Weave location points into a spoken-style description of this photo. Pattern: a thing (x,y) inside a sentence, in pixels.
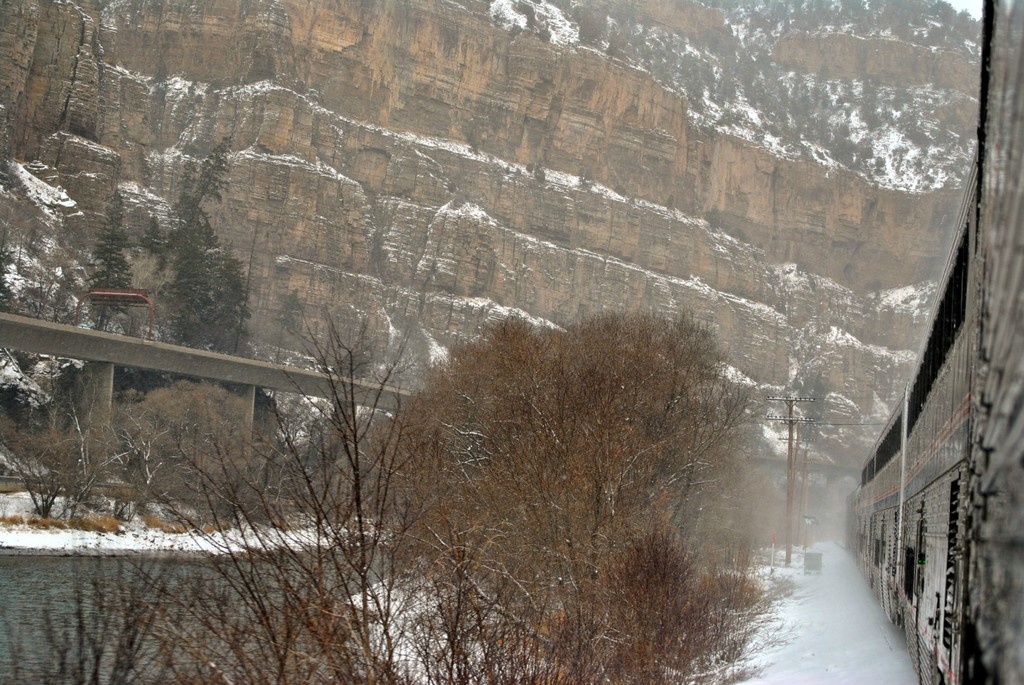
In this image there are trees (389,457), railing (287,381) and hills (497,156). On the right side of the image (882,514) there is a train (968,545) on the track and a few utility poles (796,452).
